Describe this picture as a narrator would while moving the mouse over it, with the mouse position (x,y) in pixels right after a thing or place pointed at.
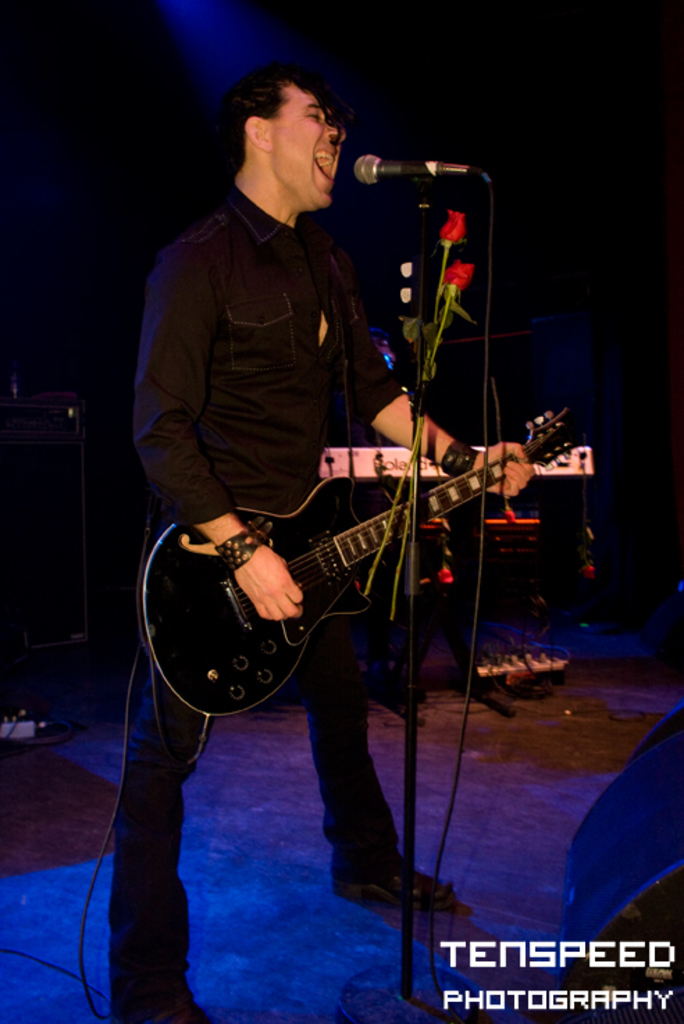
A man (325,278) in black color shirt (312,271) standing on the floor (273,996), holding and playing guitar (174,652). In front of him, there is a mic (359,163) and stand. In the background (446,601), there are some materials (34,563). The background (466,53) is in dark color.
